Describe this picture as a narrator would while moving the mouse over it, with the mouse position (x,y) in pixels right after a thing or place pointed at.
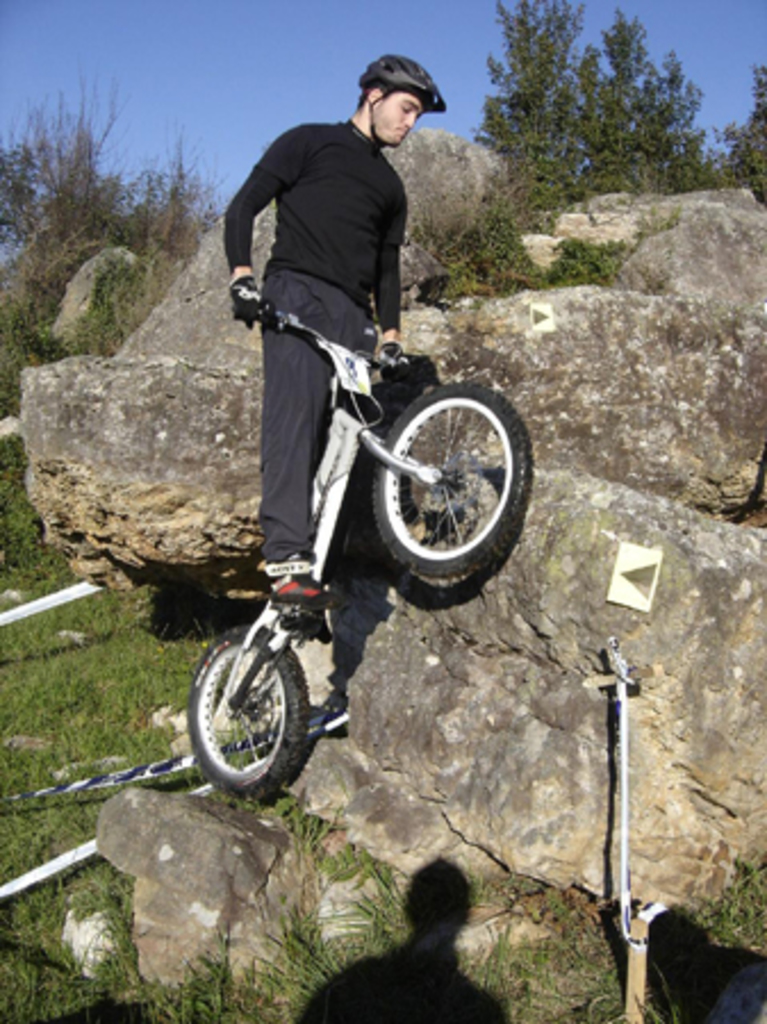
In the center of the image (395,361) there is a person (361,131) standing on a bicycle (257,631). He is wearing a black color t-shirt (371,161) and black color helmet (431,101). At the bottom of the image (274,958) there is grass (86,804). At the background of the image (761,757) there are rocks (426,171). At the top of the image (143,24) there is sky (181,73).
